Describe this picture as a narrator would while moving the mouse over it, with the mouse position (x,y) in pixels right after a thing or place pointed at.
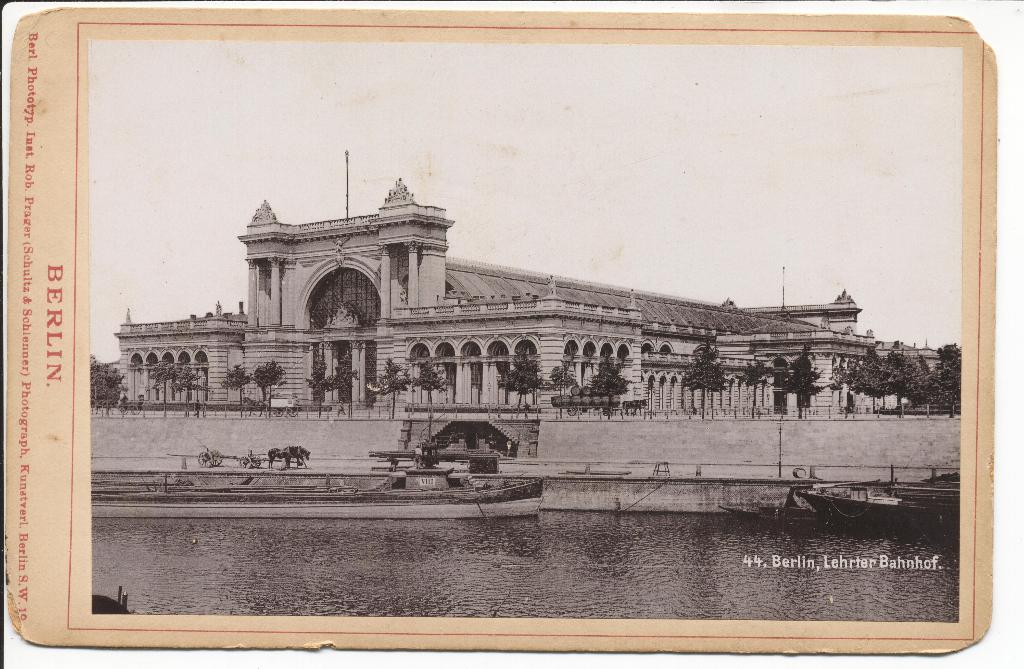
In this picture we can see the photo (599,479) which is kept on the paper (110,634). In this photo (600,264) we can see the building (607,317), trees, stairs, fencing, water (532,541), boat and sky (646,113). In the bottom right corner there is a watermark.
